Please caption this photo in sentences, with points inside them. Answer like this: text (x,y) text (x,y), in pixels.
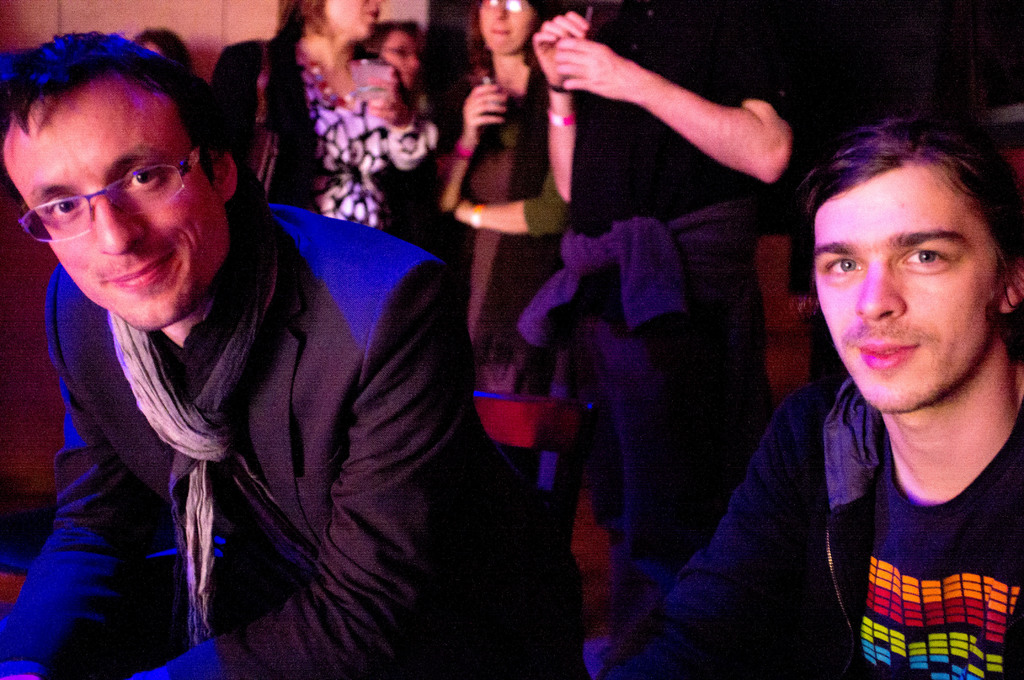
In the foreground of the picture (183,631) there are two men (389,422). The background (212,52) is blurred. In the background (510,82) there are people (529,50) standing.
